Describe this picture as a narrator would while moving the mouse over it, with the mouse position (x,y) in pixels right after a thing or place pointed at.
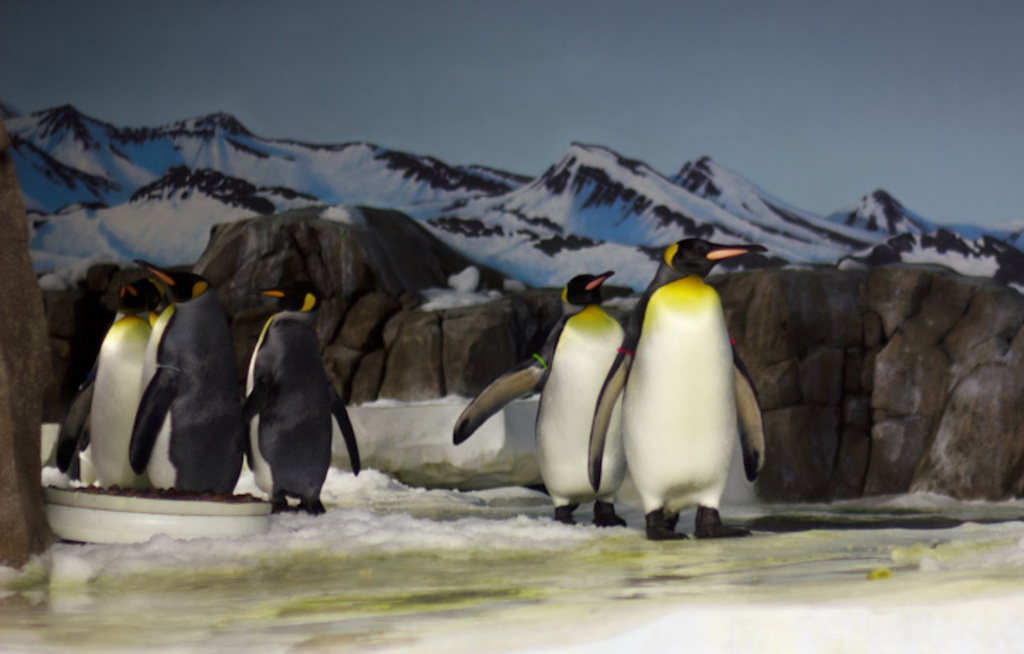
This is an edited image. At the bottom of the picture (615,582), we see the snow (580,559). In the middle (571,381), we see the penguins (284,398). Behind the penguins (567,367), we see the rocks (895,377). There are hills (527,217) in the background (629,214) and these hills (588,231) are covered with the ice (355,201). At the top (522,90), we see the sky (739,103).
